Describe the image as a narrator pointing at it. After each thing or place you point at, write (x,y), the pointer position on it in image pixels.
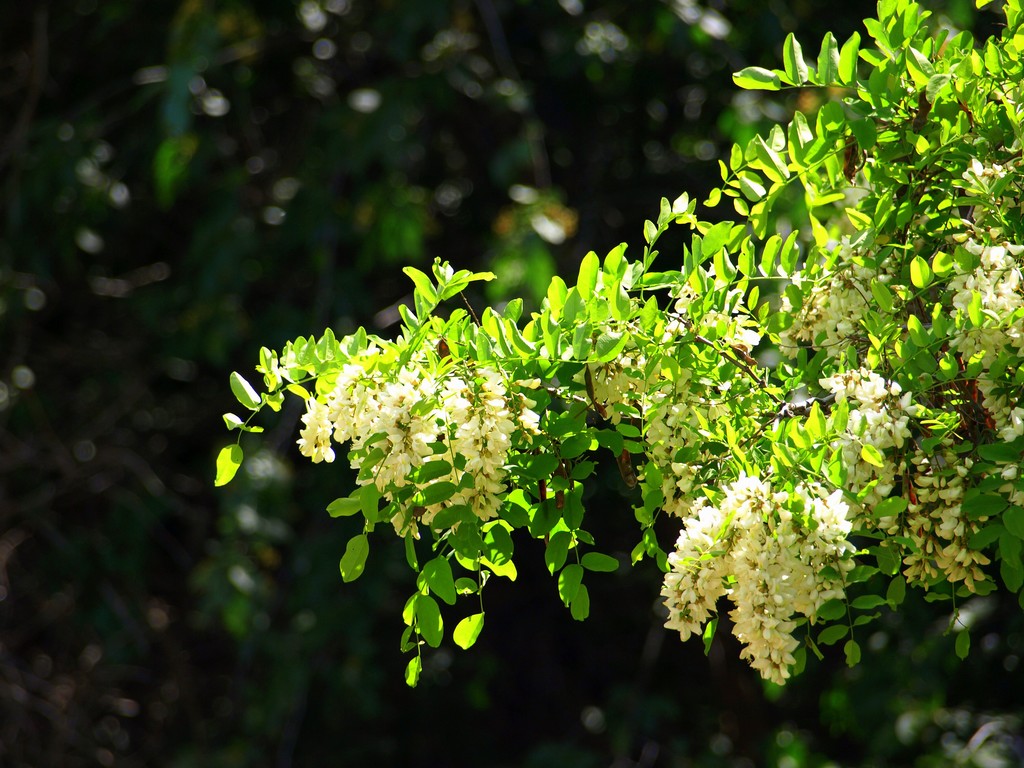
In this picture we can see flowers (713,563), leaves (718,420) and in the background (109,431) we can see trees (262,131) and it is blurry.
